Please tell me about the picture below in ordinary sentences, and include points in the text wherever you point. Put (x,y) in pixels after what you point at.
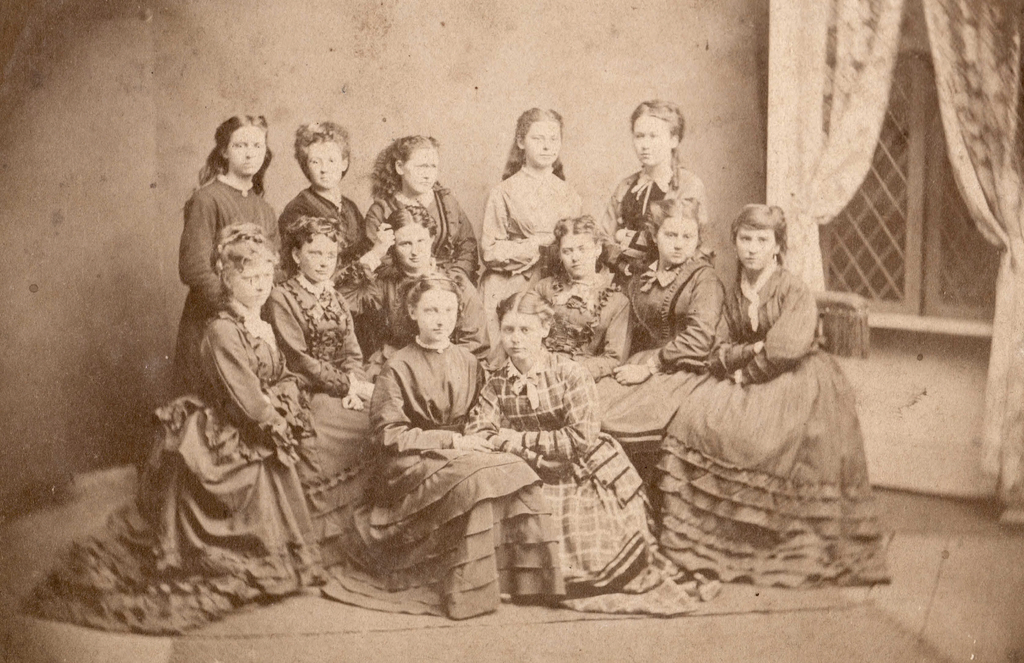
In this image there are many girls (793,530) in one frame some are sitting and some are standing.
